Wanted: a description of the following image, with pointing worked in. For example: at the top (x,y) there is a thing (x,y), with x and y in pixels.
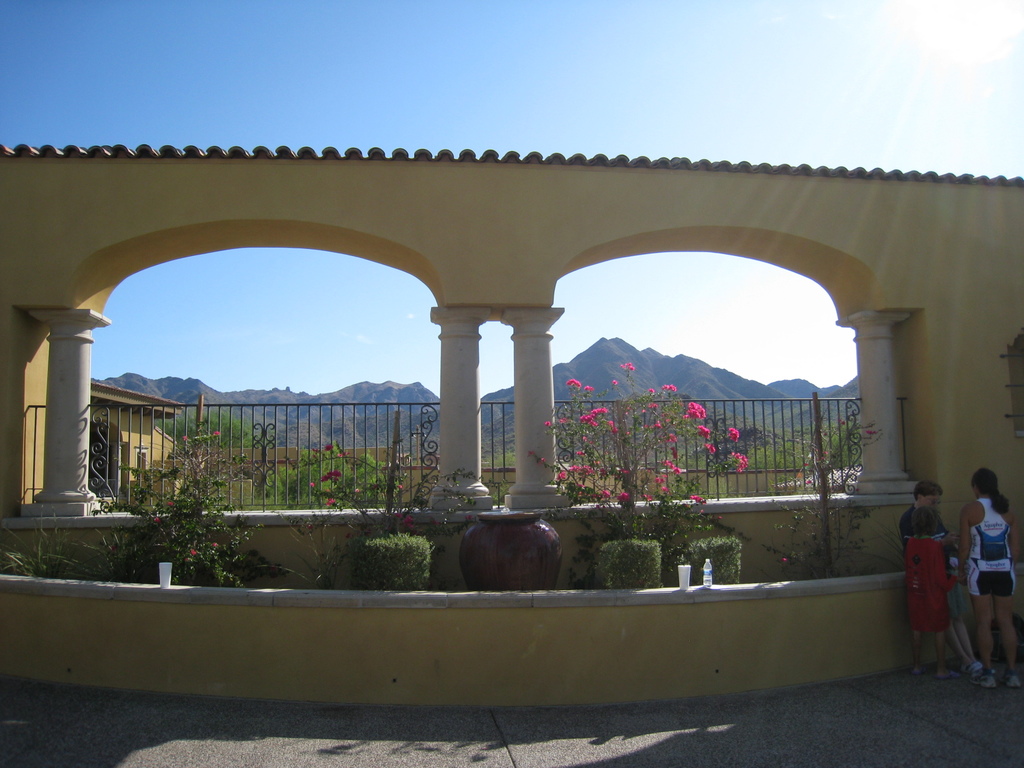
In this image we can see the arches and some pillars (545,457). We can also see a fence (367,459), some plants (705,528), flowers (701,409), a pot (472,544), a bottle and some glasses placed on a wall (443,631) and some people (942,640) standing on the ground (768,724). On the backside (136,429) we can see a house (132,441), a group of trees (374,476), the hills (507,445) and the sky (240,294) which looks clear.
